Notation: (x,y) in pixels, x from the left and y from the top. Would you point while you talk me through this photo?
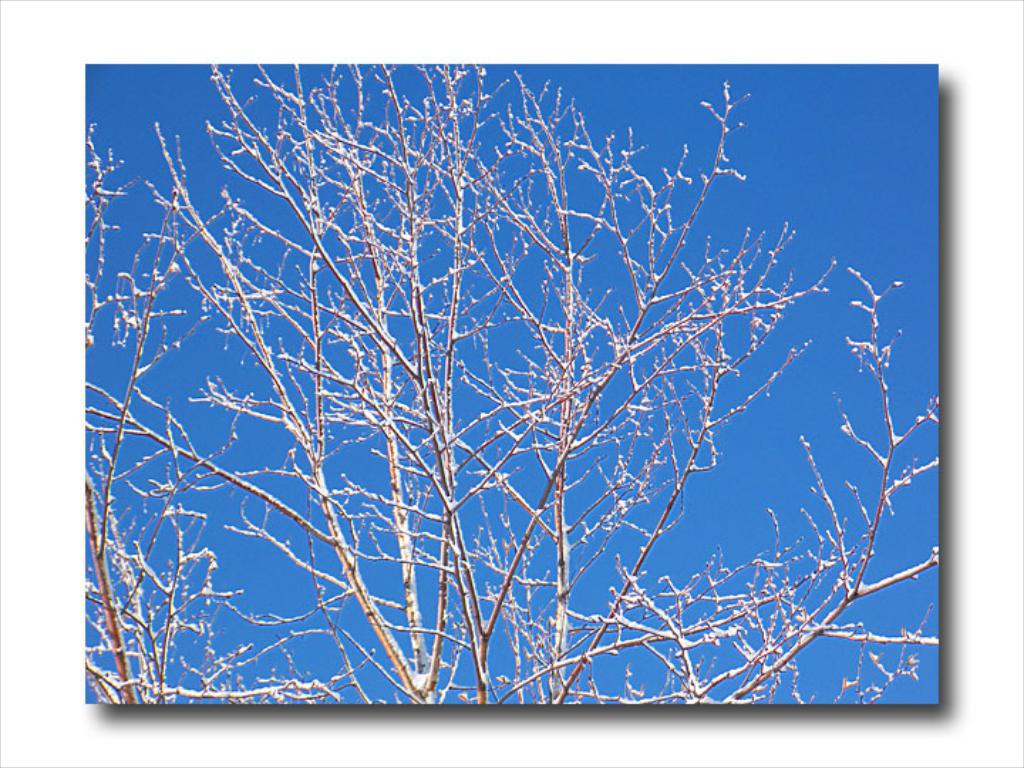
In this picture, it looks like a photo (554,546) of a tree (330,455) and the sky (757,334). Behind the photo, there is the white background (41,324).
